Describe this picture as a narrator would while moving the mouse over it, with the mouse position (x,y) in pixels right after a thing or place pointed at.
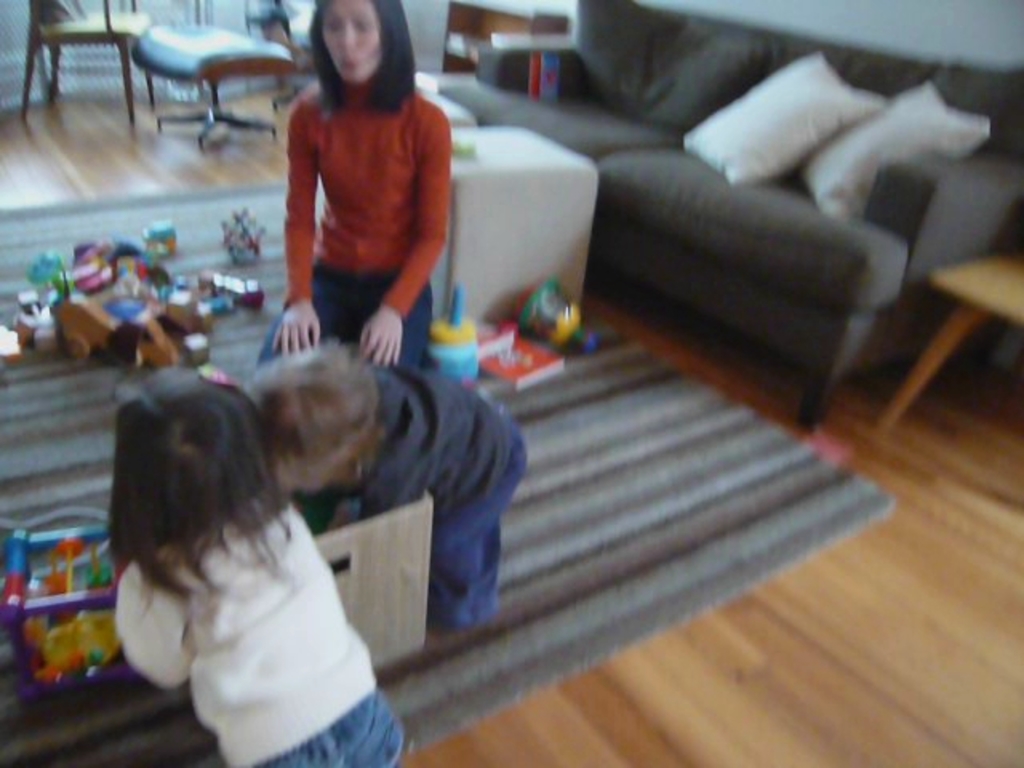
A picture inside of a room (784,528). Floor (948,575) with carpet (810,544). These are couches (600,96) with pillows (773,129). Beside this couch (887,151) there is a table (990,294). We can able to see chairs (210,67). This woman (346,92) is kneeling on floor (872,419). Beside this woman (345,272) there are toys (442,367). These 2 kids (401,367) are on floor (481,708). In-front of this kid (404,456) there is a box (396,526).
